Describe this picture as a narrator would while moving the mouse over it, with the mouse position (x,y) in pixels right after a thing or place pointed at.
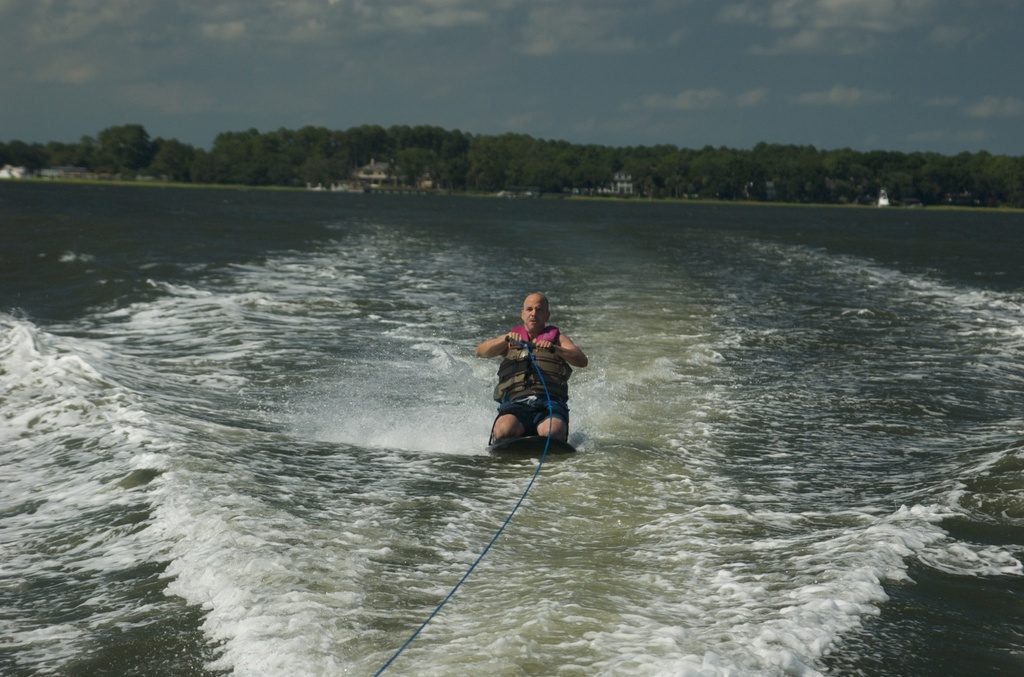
This picture is taken in a river (397,378). In the center (564,422), there is a person (566,342) sitting on the board (560,448) and holding a rope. In the background (374,139), there are trees (391,158) and a sky (529,79) with clouds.
